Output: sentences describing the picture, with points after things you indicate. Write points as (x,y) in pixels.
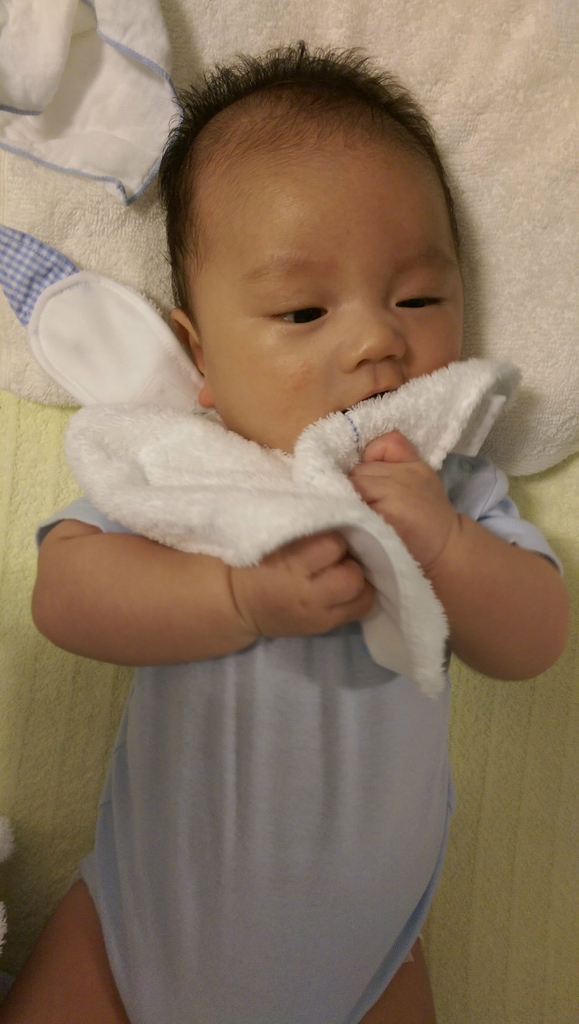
In this Image I can see a baby (376,778) lying on the cream and white color cloth (531,775). Baby (336,913) is wearing blue dress (326,923) and holding white cloth (162,464).
